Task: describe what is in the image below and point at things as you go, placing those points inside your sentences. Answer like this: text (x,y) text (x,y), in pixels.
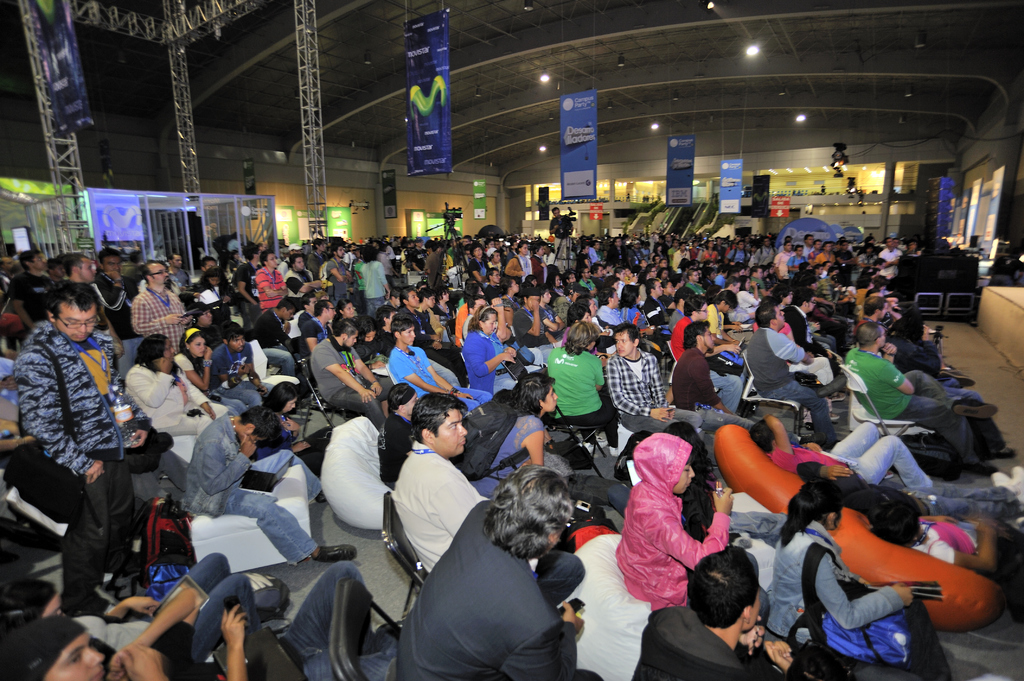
In this image I can see number of persons (524,458) are sitting on chairs (610,561) and few persons (111,322) are standing. I can see few metal rods (313,158), few boards (335,217), the wall (413,206), the ceiling (591,43), few banners (571,195) and few lights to the ceiling (708,83).
